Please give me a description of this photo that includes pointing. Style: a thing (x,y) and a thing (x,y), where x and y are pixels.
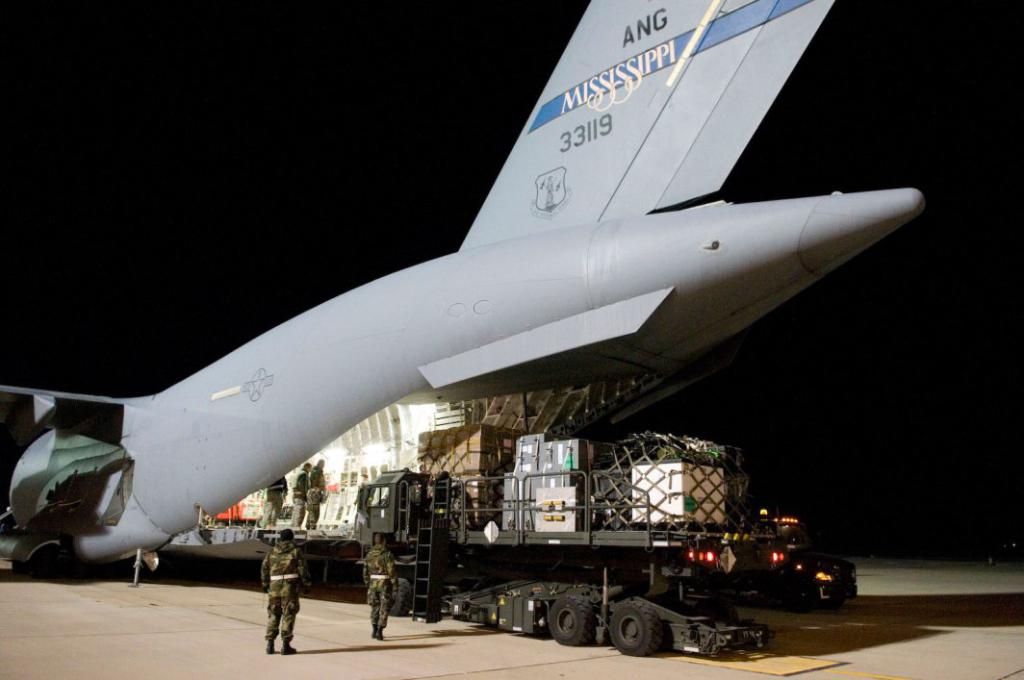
In this image we can see an aeroplane (554,377). There is a truck (409,558). There are people (284,608). At the bottom of the image (325,660) there is road (260,641). At the top of the image (200,33) there is sky (241,66).
